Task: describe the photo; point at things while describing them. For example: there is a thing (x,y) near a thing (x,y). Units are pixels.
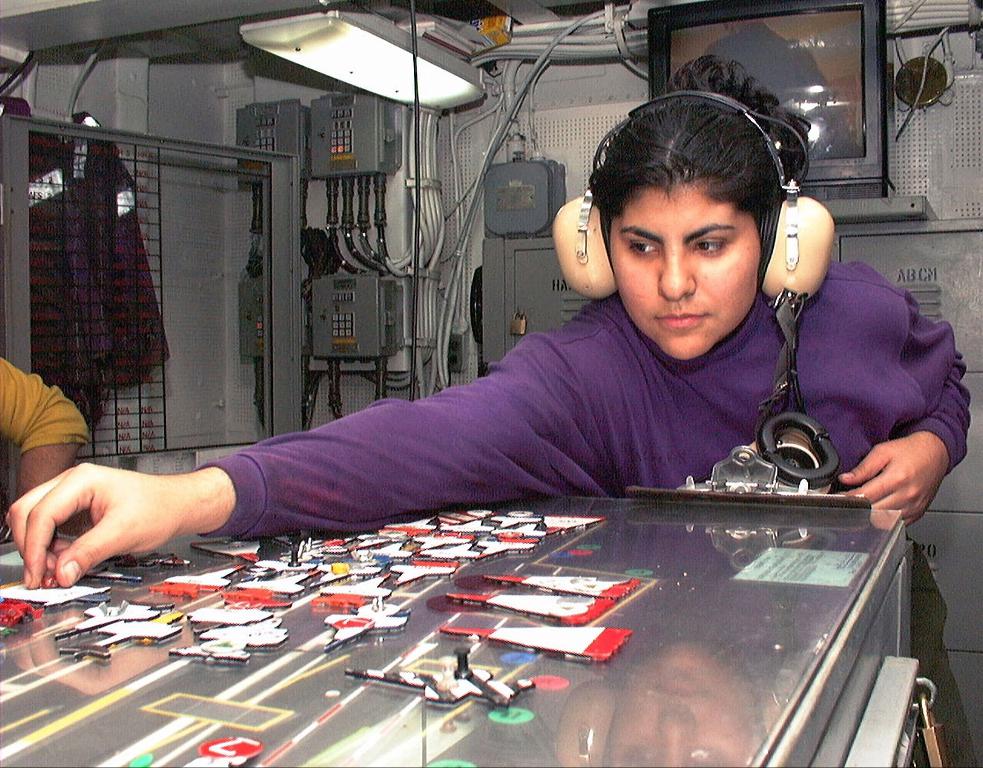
In this image I can see the person (724,238) with the headphones (595,225). In front (87,733) I can see few colorful objects (404,676) on the iron surface (628,706). In the background (72,129) I can see few power boxes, railing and the television (821,120) and I can also see the light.
